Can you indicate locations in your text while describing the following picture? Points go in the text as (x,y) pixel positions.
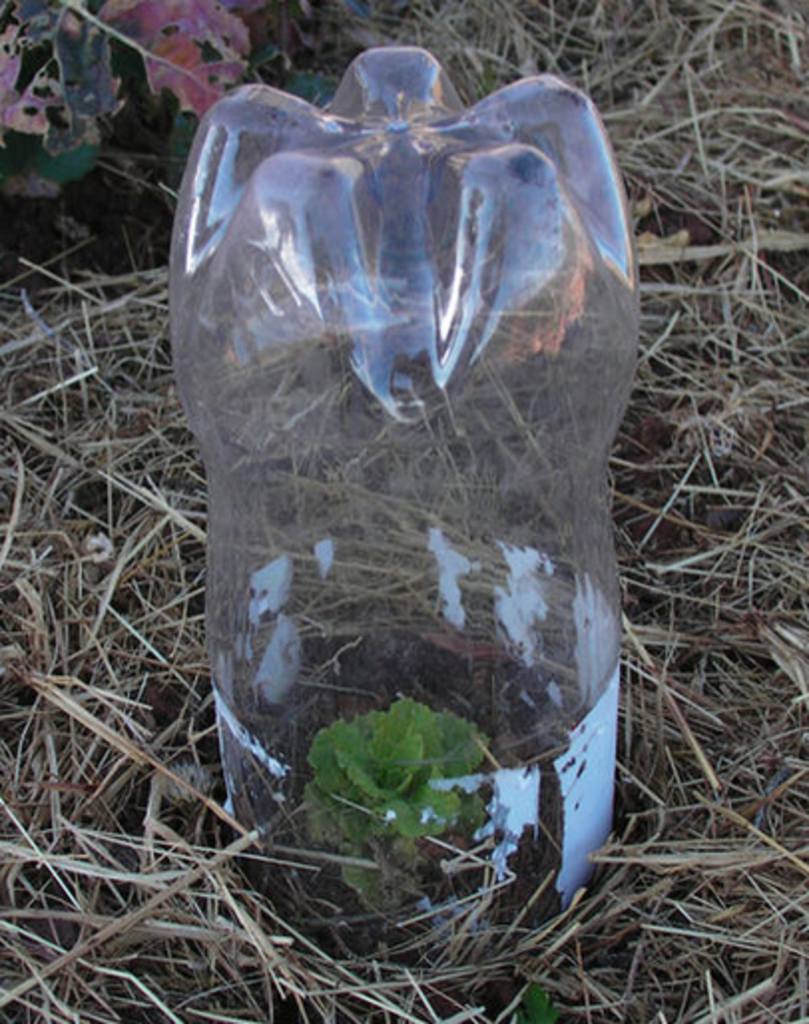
This is a plastic bottle (260,560) which is covering a small plant (375,827) inside it. This is the dried grass (138,487).
